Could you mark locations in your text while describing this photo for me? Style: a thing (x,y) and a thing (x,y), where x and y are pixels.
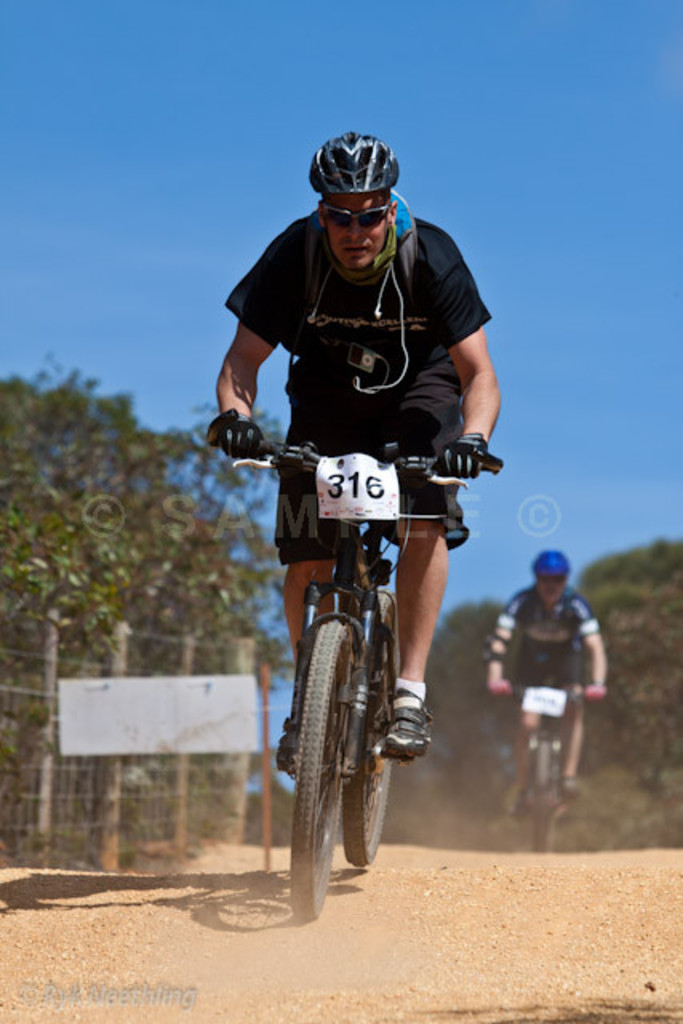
In this image there is a person (383,305) who is cycling on the road (292,931), Behind him there is another person (538,668) who is cycling on the road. On the left side (52,741) there is a fence (159,675). There are trees (205,529) on either side of the road (464,917). At the top (571,119) there is the sky (571,140). The man (371,152) is wearing the helmet (342,184) and gloves (464,463). There is a number plate (357,487) to the cycle (334,469).
